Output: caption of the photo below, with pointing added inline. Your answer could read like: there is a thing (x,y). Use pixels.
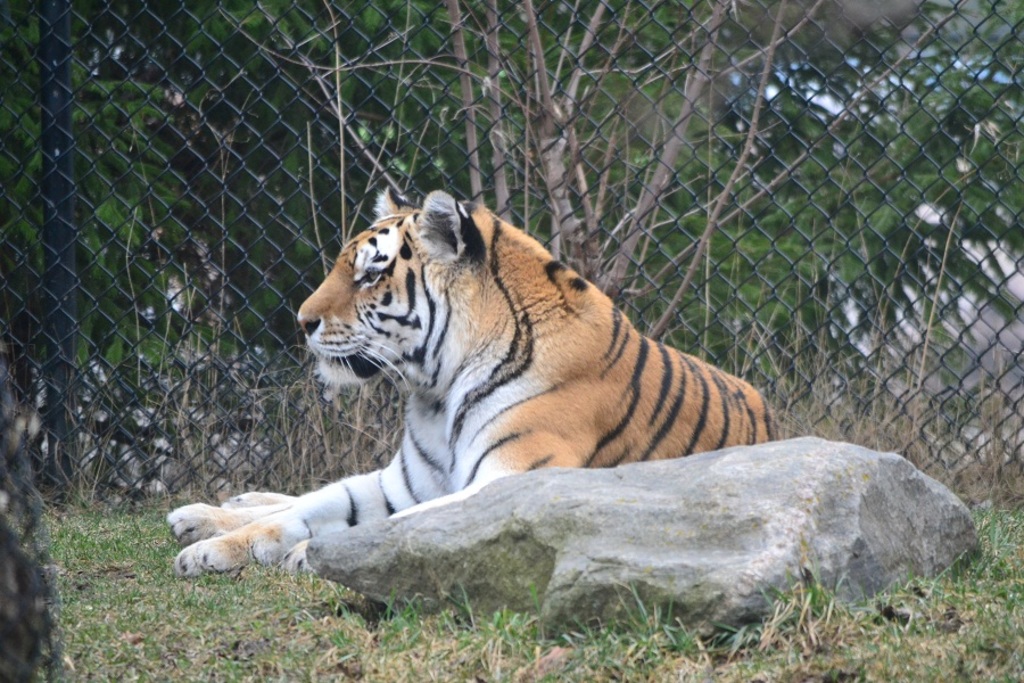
In this image we can see a tiger (530,319). We can also see the stone (724,481). In the background (272,91) there is fence (724,181) and behind the fence (681,90) we can see the trees (216,303) and also dried grass (887,417). At the bottom (344,633) we can see the grass (313,654).
